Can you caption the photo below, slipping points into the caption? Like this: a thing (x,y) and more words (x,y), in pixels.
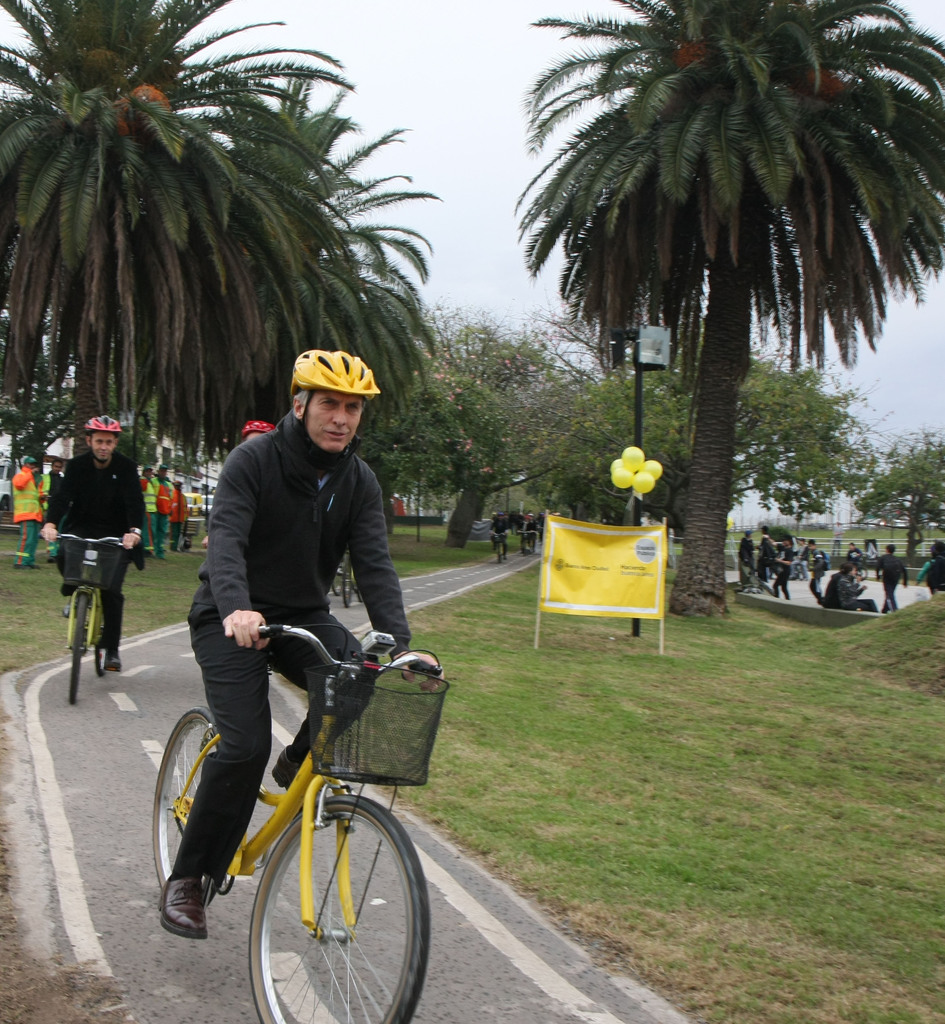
In this image there are group of persons (328,608) who are riding bicycles (343,676) and at the right side of the image (836,583) there are persons (843,573) who are sitting and standing and at the background of the image (628,378) there are trees (538,375).
